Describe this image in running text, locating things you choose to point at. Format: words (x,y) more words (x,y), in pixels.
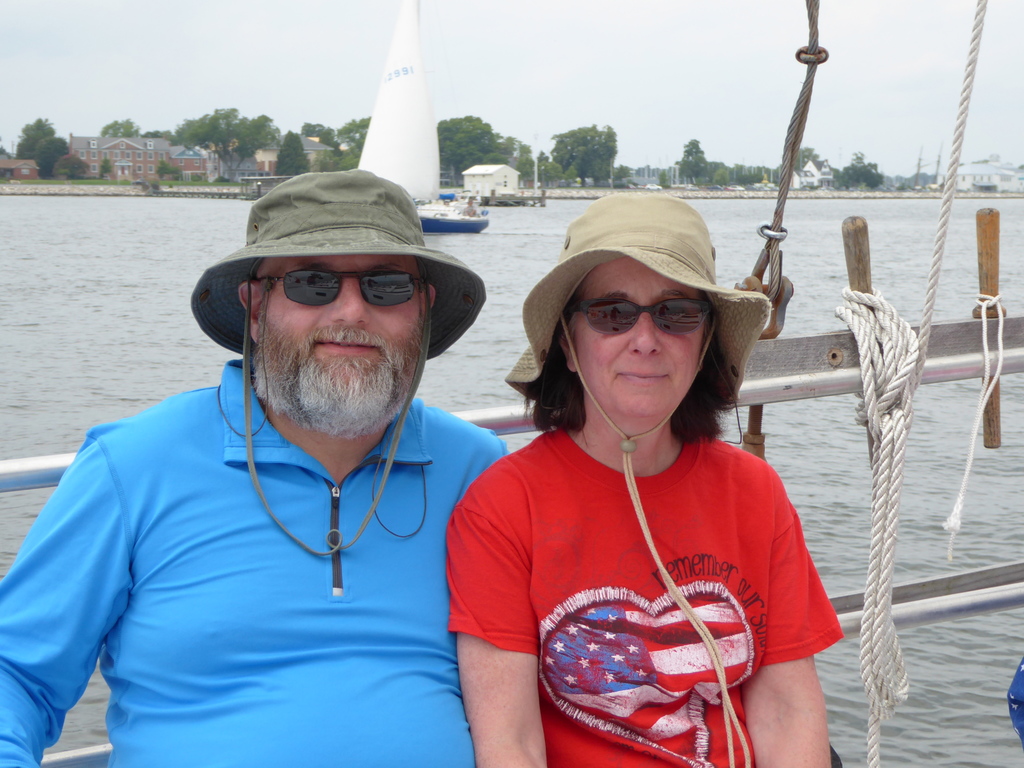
Here we can see a man (289,741) and a woman (686,407) and they have goggles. This is water (482,267) and there is a boat (441,203). In the background (311,161) we can see houses (495,184), trees (689,172), and sky (664,46).
